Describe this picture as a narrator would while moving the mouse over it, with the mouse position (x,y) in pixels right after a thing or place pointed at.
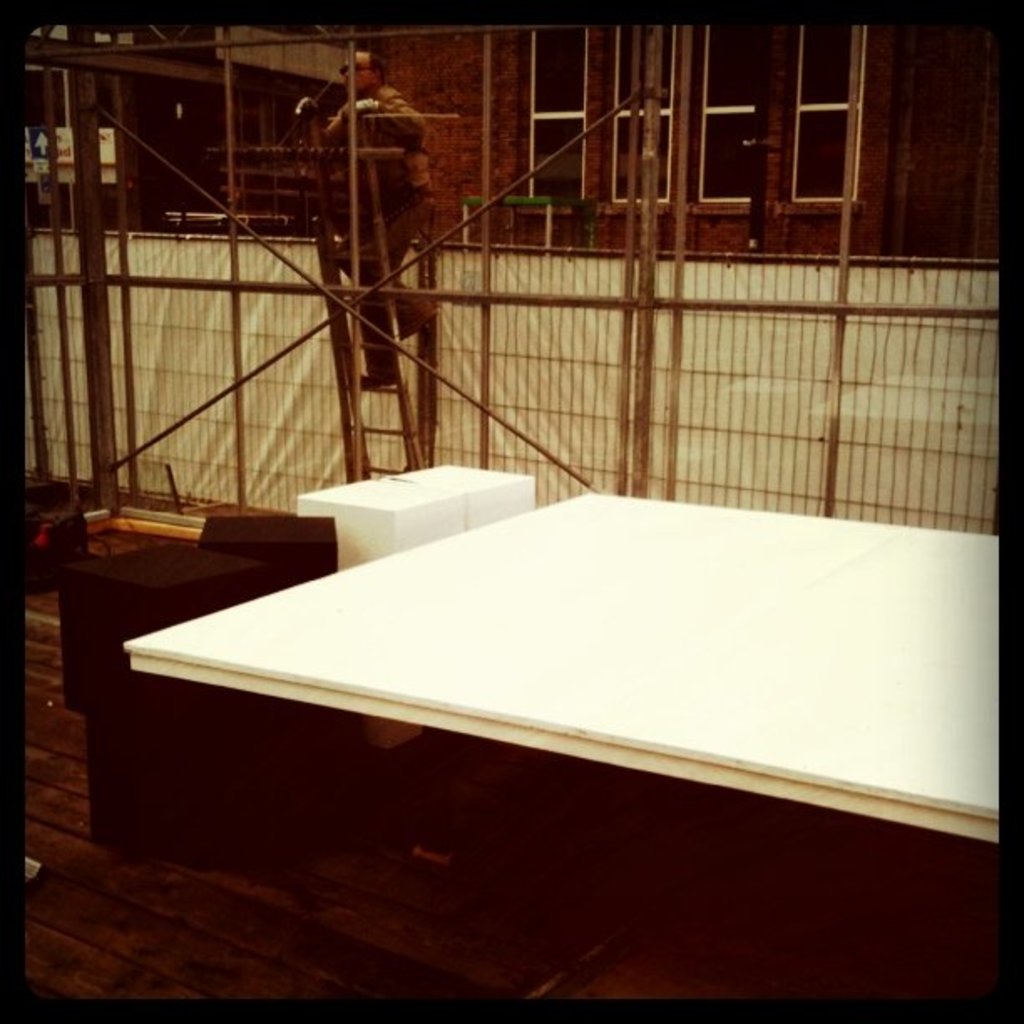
This looks like a fence (827,390). Here is a person (388,104) climbing the ladder (402,430). This looks like a table (457,699), which is white in color. I can see few objects (172,607) placed on the floor (93,875). I think this is a building (792,108) with the windows (619,56).
